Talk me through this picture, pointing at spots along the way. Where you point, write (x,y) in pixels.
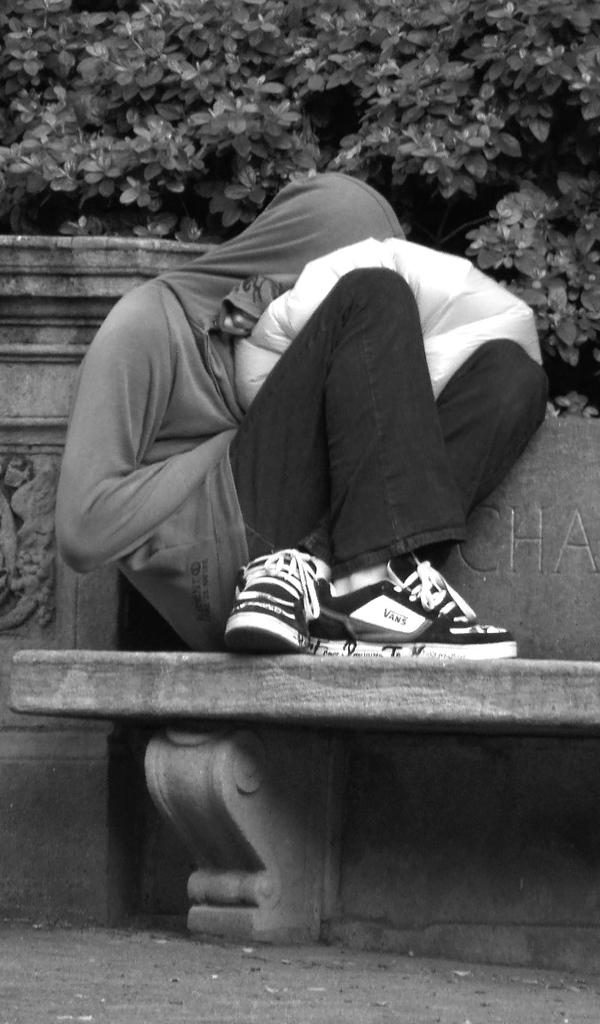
In this picture we can see a woman (230,501) who is wearing hoodie (190,345), trouser (395,442) and shoe (367,642). He is holding this white color cloth (439,284). He is sitting on the bench (494,690). On the top (428,121) we can see tree (414,20). On the left (12,503) we can see statue (14,489).
